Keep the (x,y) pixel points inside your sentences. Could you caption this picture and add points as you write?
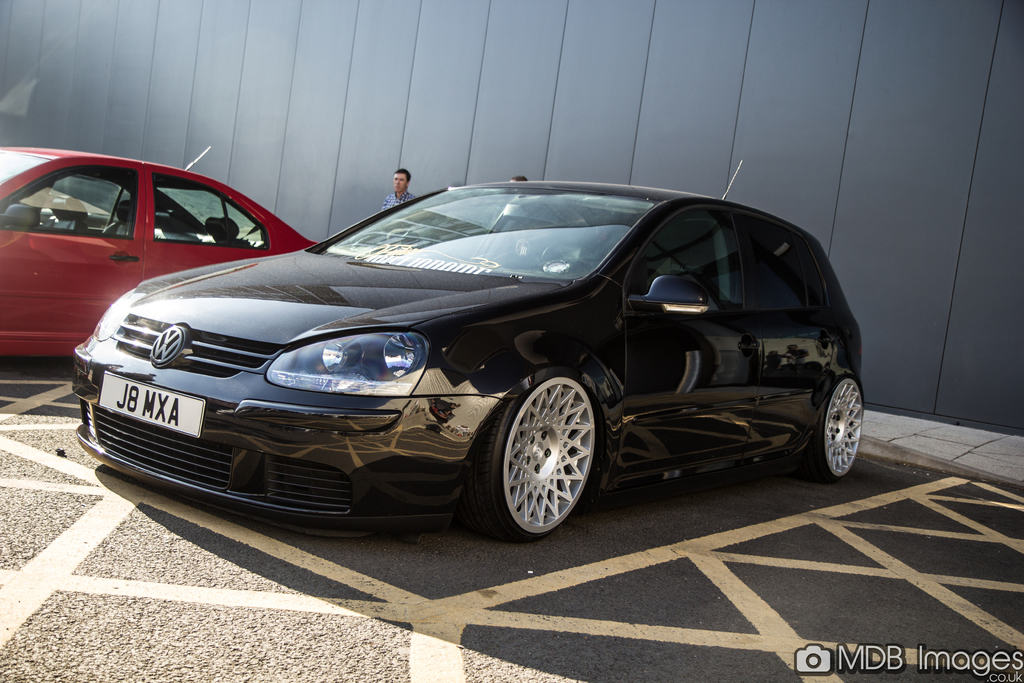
Here I can see red and black color cars (332,281) on the floor (286,592). Behind the car (473,197) there are two persons (398,191) standing. In the background (379,60) there is a wall (385,74). In the bottom right-hand corner (857,662) there is some text (869,657).
